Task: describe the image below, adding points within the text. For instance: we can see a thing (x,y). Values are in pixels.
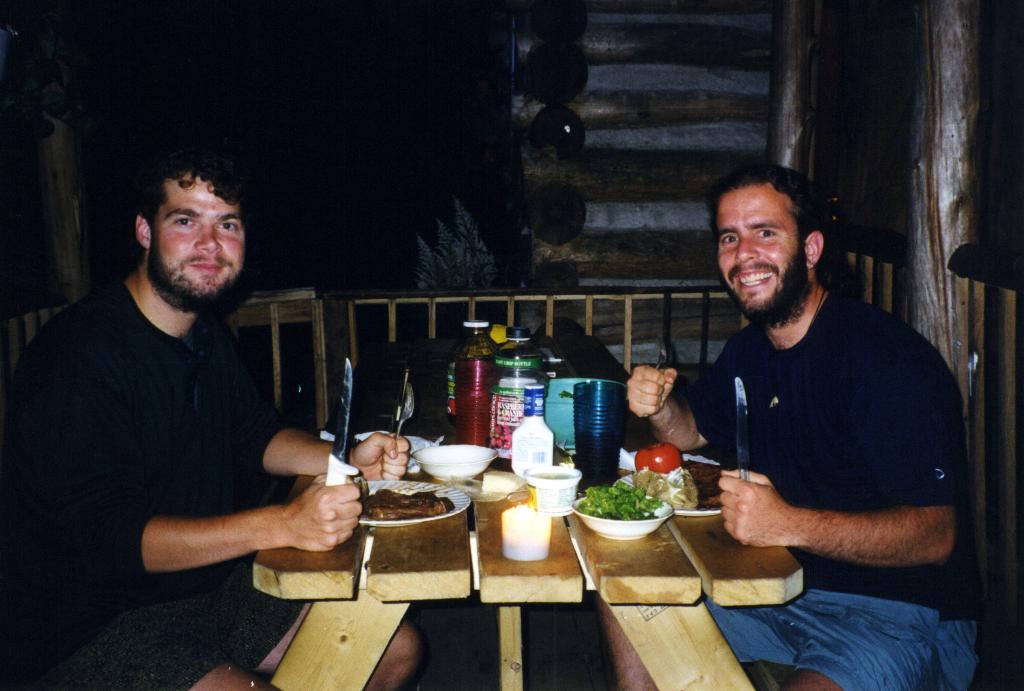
In the foreground of the picture (637,556) there are two persons (322,464) and there is a table (561,554), on the table (410,473) there are plates (379,487), bowls (449,457), bottles (538,384), cups (585,456), candle (539,556), knife (339,449), forks (409,389) and different food items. In the background (453,320) there are plant (454,260), railing (317,319) and log wall (588,150).
